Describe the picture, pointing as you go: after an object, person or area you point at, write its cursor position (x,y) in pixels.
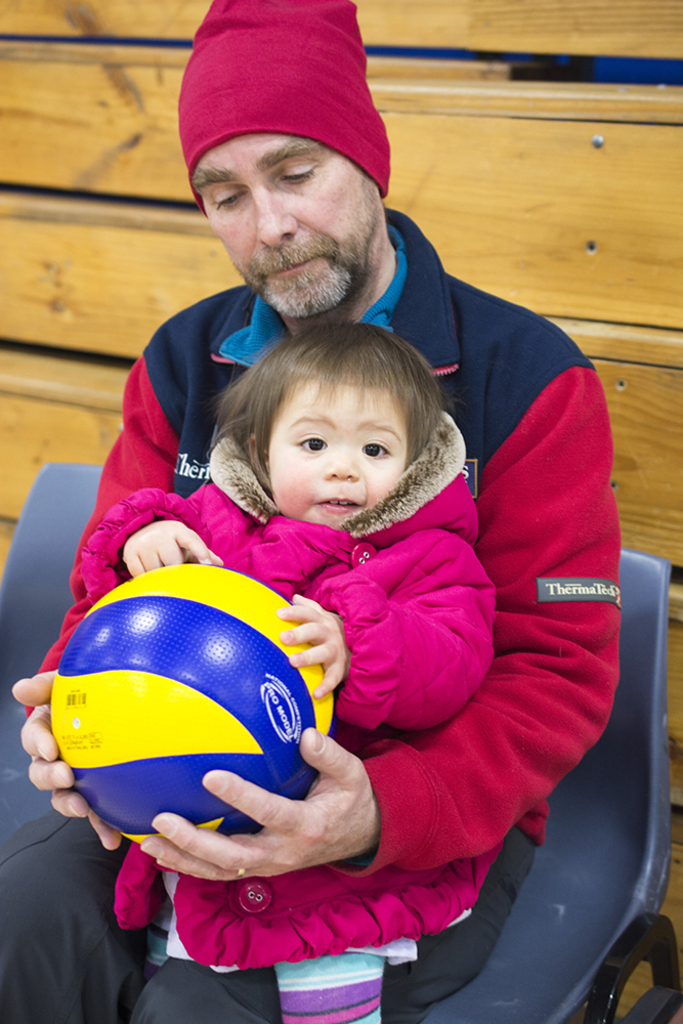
In the center of the image (405,407) we can see a man (460,353) and baby (290,517) holding a ball (288,757) and sitting on the chair (555,836). In the background (545,164) there is a wooden wall (514,152).
